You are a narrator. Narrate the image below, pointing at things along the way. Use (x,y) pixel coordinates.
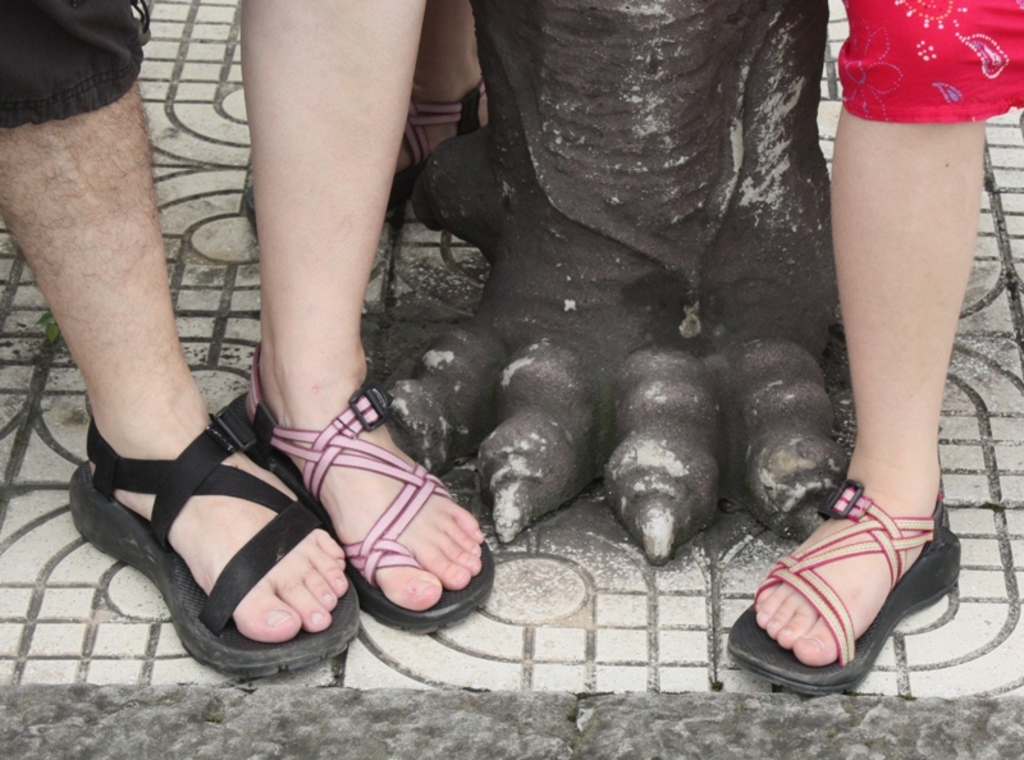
In this picture, we see the leg (140,389) of the man (184,538) wearing black sandals (145,531). Beside that, we see the leg (368,227) of the women (350,382) wearing sandals (406,625). Beside that, we see a statue (584,259). On the right side (855,85), we see the woman (900,91) in the red dress (866,94) is wearing sandals (802,679).
